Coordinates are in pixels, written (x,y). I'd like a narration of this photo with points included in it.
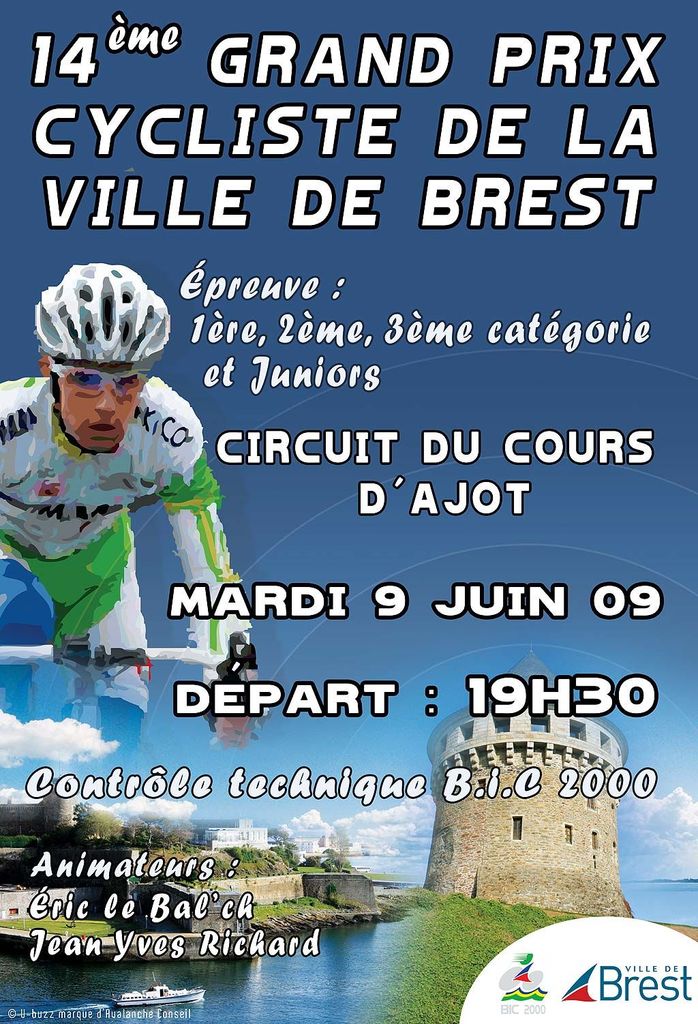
This image consists of a poster (380,820). On this poster (355,520), I can see some text (259,953) and an image of a person (61,478). In the background (266,803) there are few buildings (496,837) and sky (444,308). At the bottom (249,1006) there is a boat (168,993) on the water (293,978).
